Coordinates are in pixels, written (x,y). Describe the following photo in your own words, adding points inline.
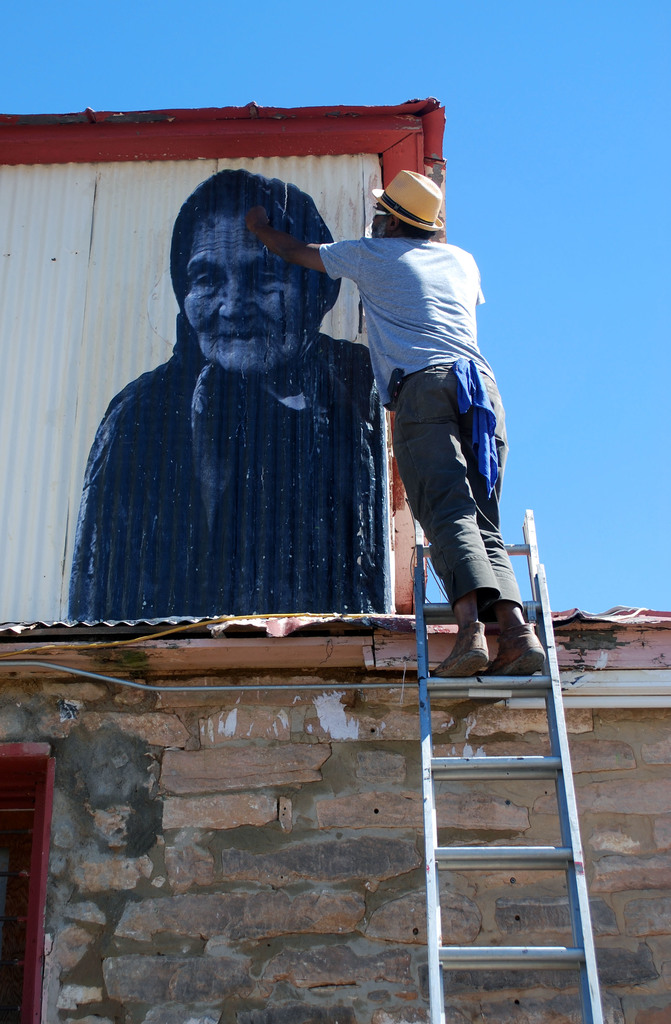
In the center of the image (439,413) we can see a man (469,584) standing on the ladder (466,685) and painting on the board (235,239). At the bottom (226,901) there is a wall (144,817). In the background (666,185) there is sky (389,51).
